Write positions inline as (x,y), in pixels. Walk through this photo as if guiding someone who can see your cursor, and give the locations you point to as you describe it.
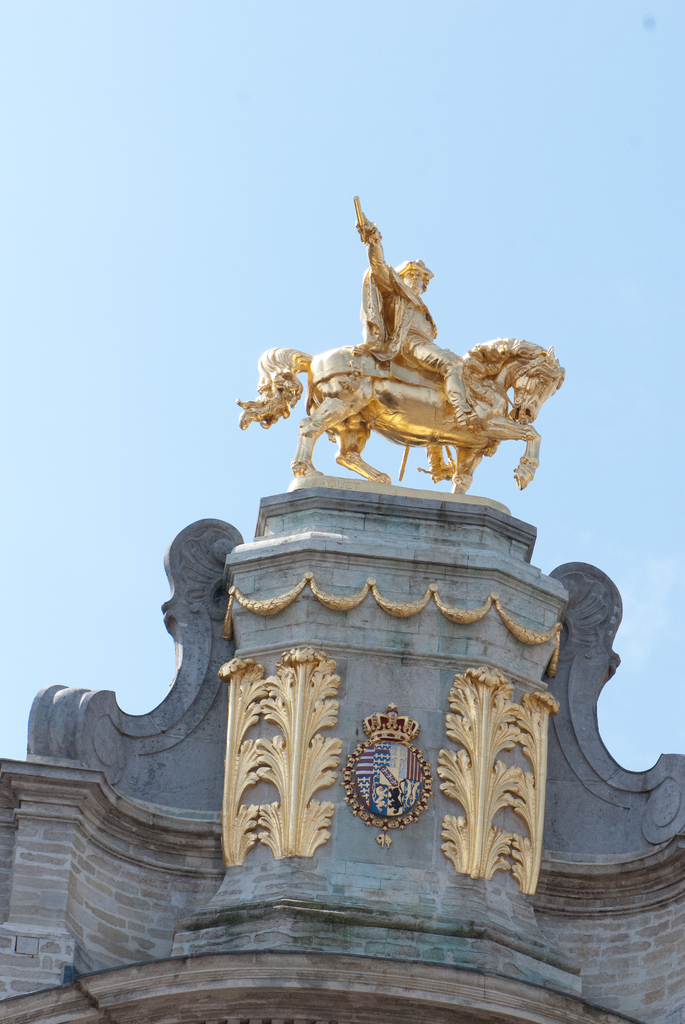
In this image I see the wall (162,761) over here and I see the golden color sculpture (446,398) over here and in the background (596,52) I see the sky (493,109).
